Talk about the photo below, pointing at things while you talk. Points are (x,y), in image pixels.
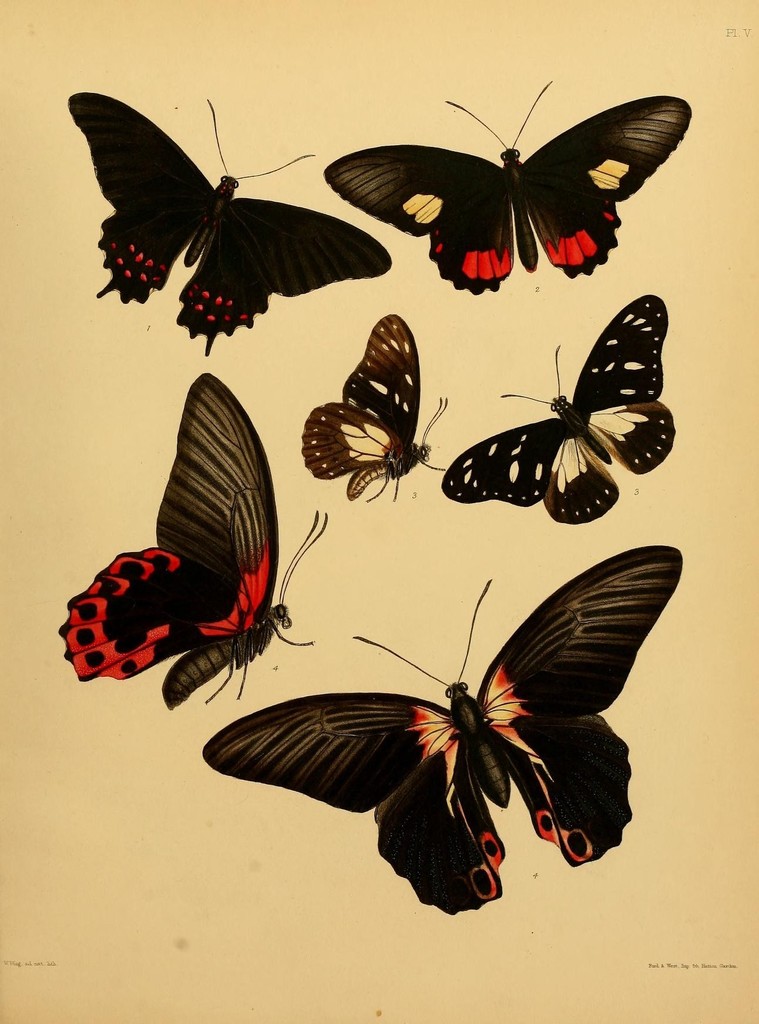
This image consists of a paper (256,842) with a few images (509,718) of butterflies (261,296) on it.
